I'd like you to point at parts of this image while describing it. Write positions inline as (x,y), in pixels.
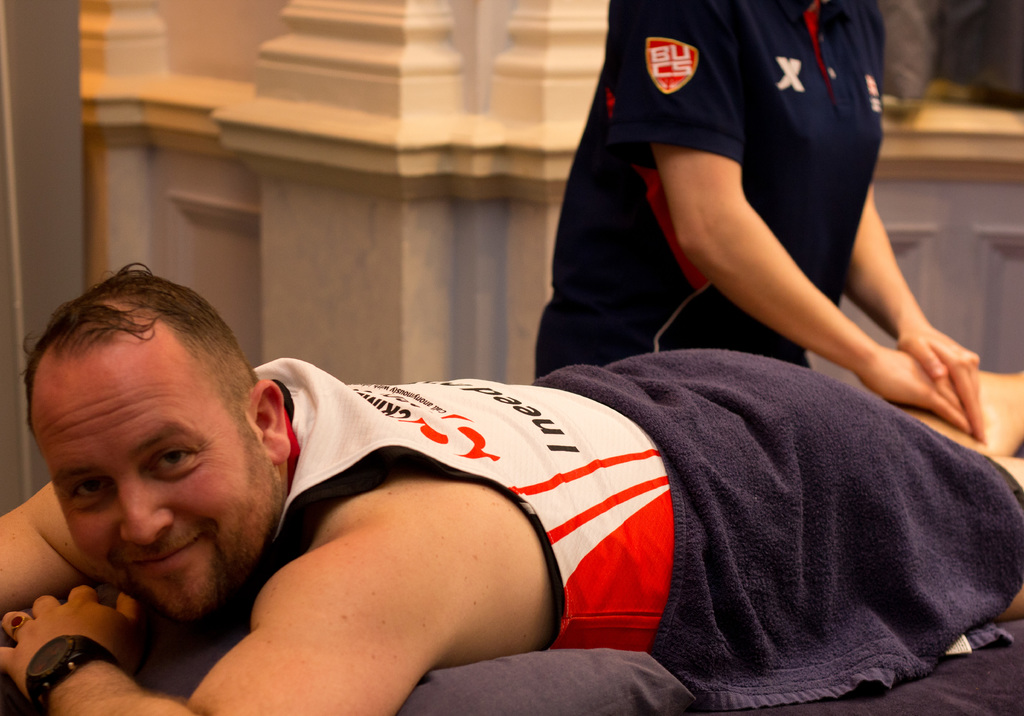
In this image, we can see a person (406,527) lying on the bed (624,662) and there is a pillow (609,665) and a towel (780,470). In the background (683,148), there is another person (782,188) and we can see a wall (270,111).
